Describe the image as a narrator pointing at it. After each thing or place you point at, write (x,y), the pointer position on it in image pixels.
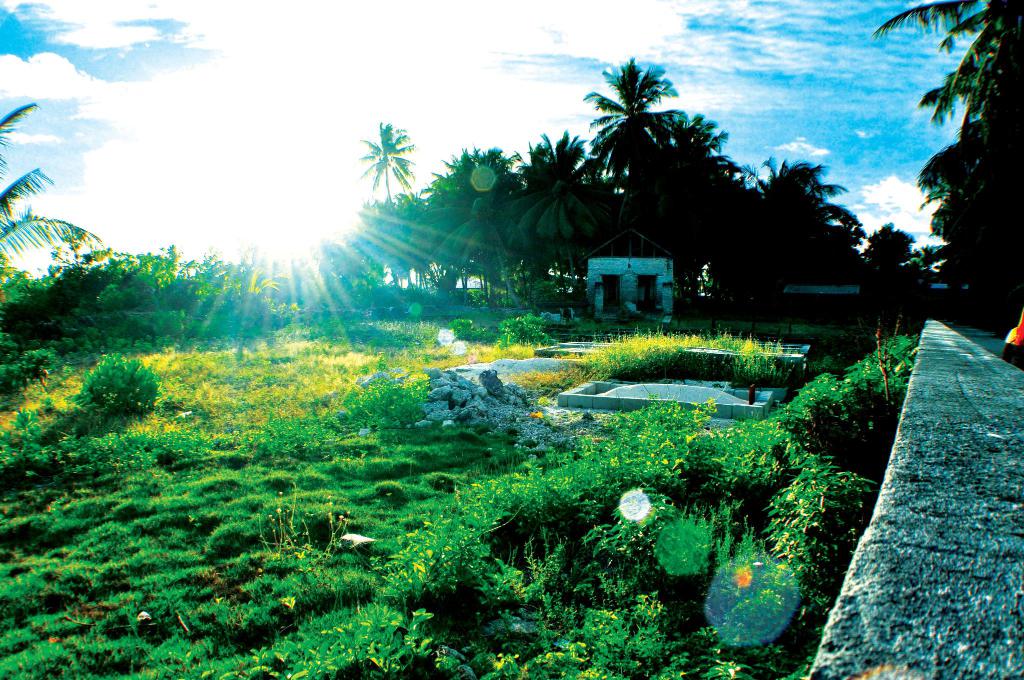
In this picture we can see trees (347,290), stones (427,399), grass (269,425), wall (956,333) and in the background (687,30) we can see the sky (592,25) with clouds (296,45).
